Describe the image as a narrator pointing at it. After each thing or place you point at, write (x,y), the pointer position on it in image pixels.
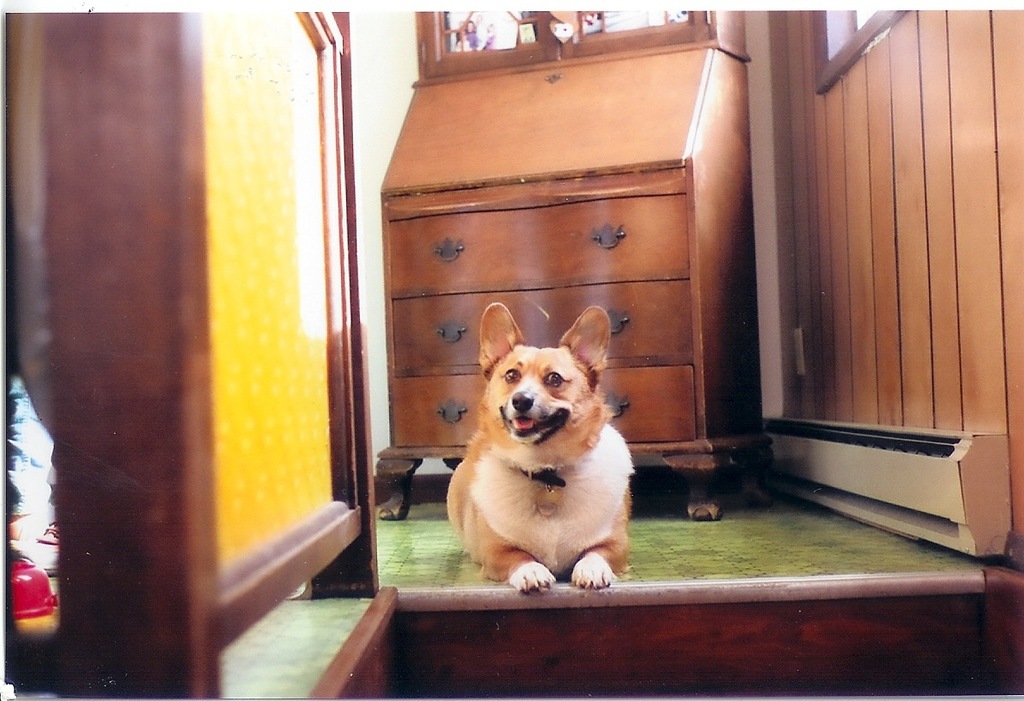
In this image we can see a dog (587,510), drawer (727,294) and other objects (18,598). On the left side of the image (277,209) there is a wooden object (210,279) and other objects (24,582). On the right side of the image (875,415) it looks like a wooden door (866,205). At the bottom of the image (668,633) there is a wooden object (938,670).
